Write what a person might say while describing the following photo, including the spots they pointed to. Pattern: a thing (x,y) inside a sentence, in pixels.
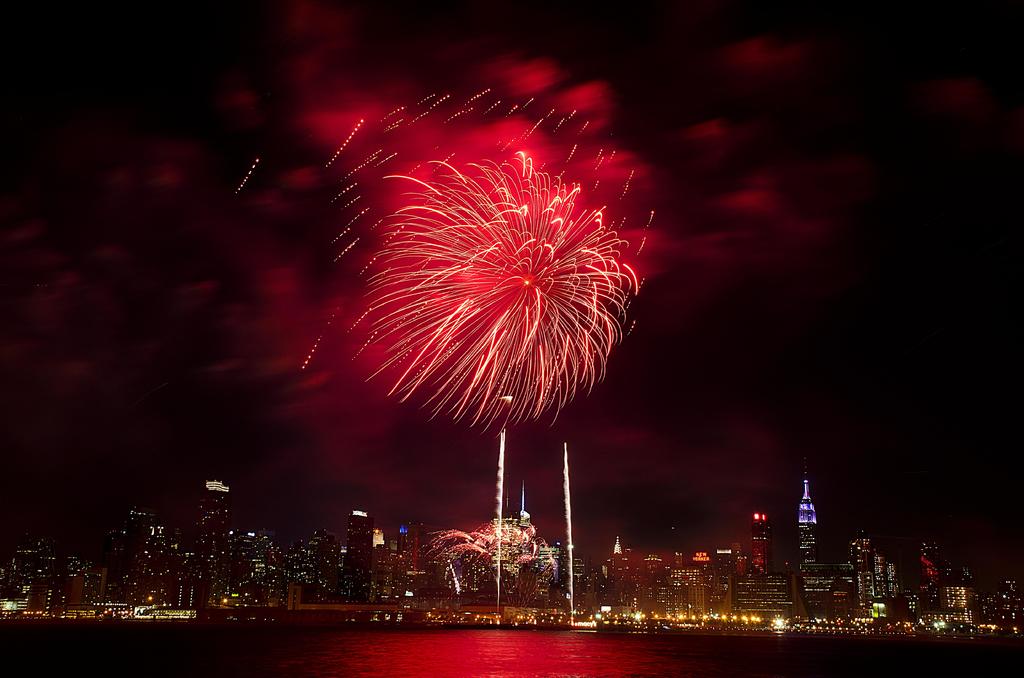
This image is taken in the dark where we can see water (542,677) on the bottom (714,663), fireworks (548,321) on the top (552,180). In the background (657,585), there are buildings (654,599), lights (148,606) and the sky (853,161).
